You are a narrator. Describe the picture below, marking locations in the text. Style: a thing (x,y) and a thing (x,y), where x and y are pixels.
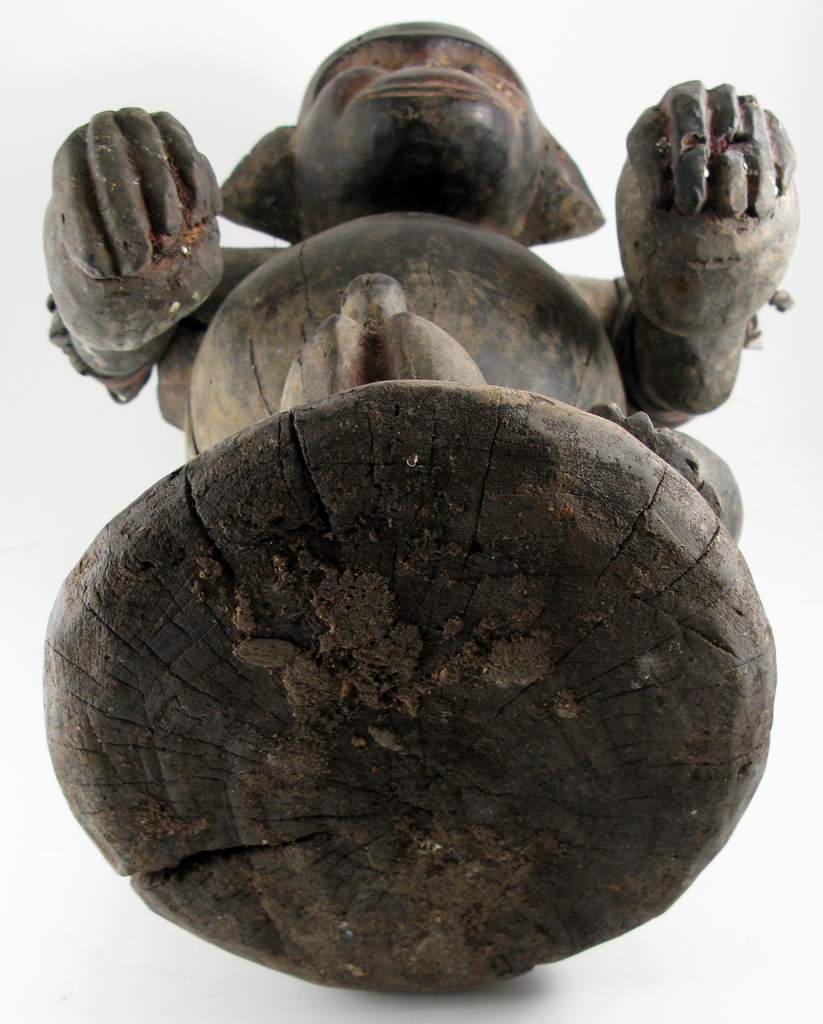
In the center of the image (426,566) we can see a sculpture (388,336).
